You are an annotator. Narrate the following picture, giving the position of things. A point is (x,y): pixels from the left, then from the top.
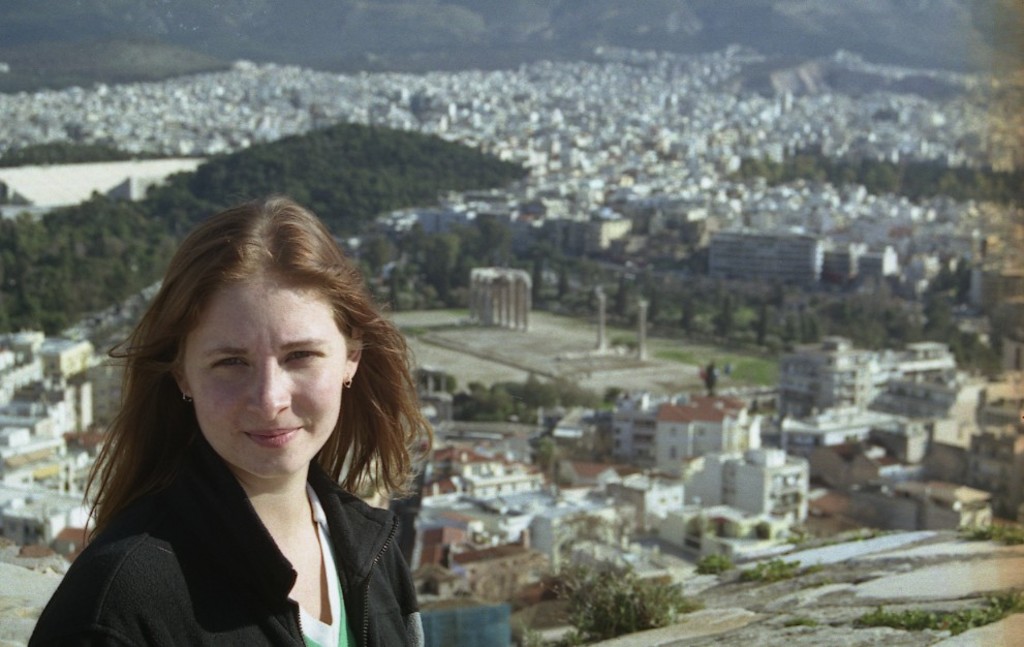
This is an aerial view and in the front (266,587), we can see a lady (315,581). In the background (542,197), there are buildings (741,469), trees (329,171) and we can see some hills (645,47) and poles (644,344).
